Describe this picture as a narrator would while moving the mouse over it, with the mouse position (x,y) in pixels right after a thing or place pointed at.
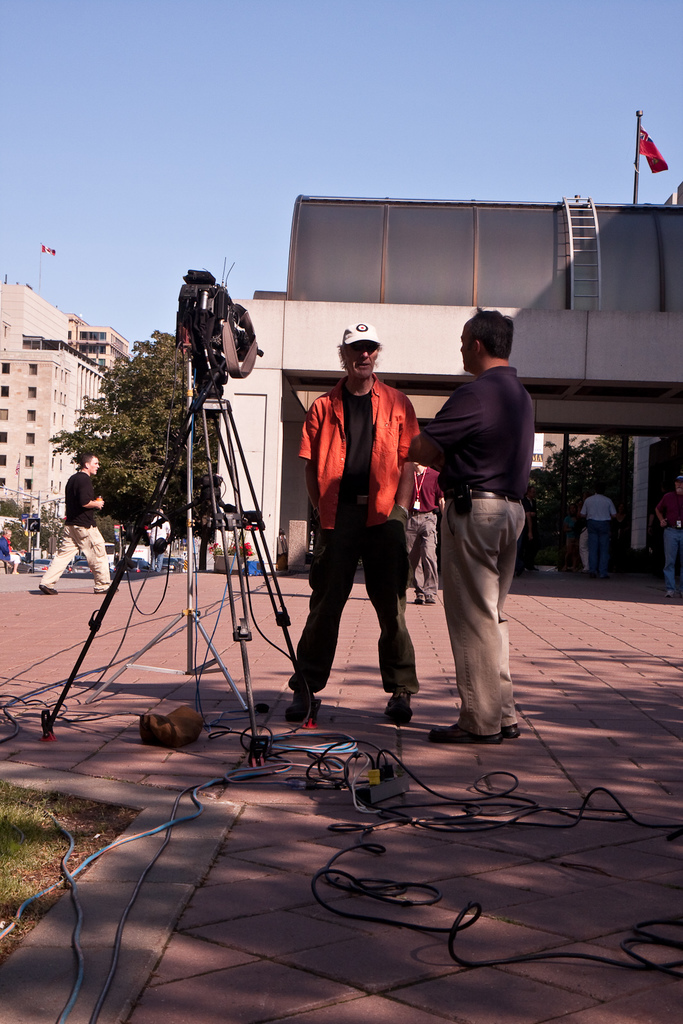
In this image I can see wires (226,784), grass (43,797), a tripod stand (245,522) and on it I can see a camera (228,329). I can also see number of people (332,497) are standing. In the background (334,350) I can see few buildings (413,298), few flags (642,134), a tree (174,359), the sky (284,232) and here I can see a ladder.
